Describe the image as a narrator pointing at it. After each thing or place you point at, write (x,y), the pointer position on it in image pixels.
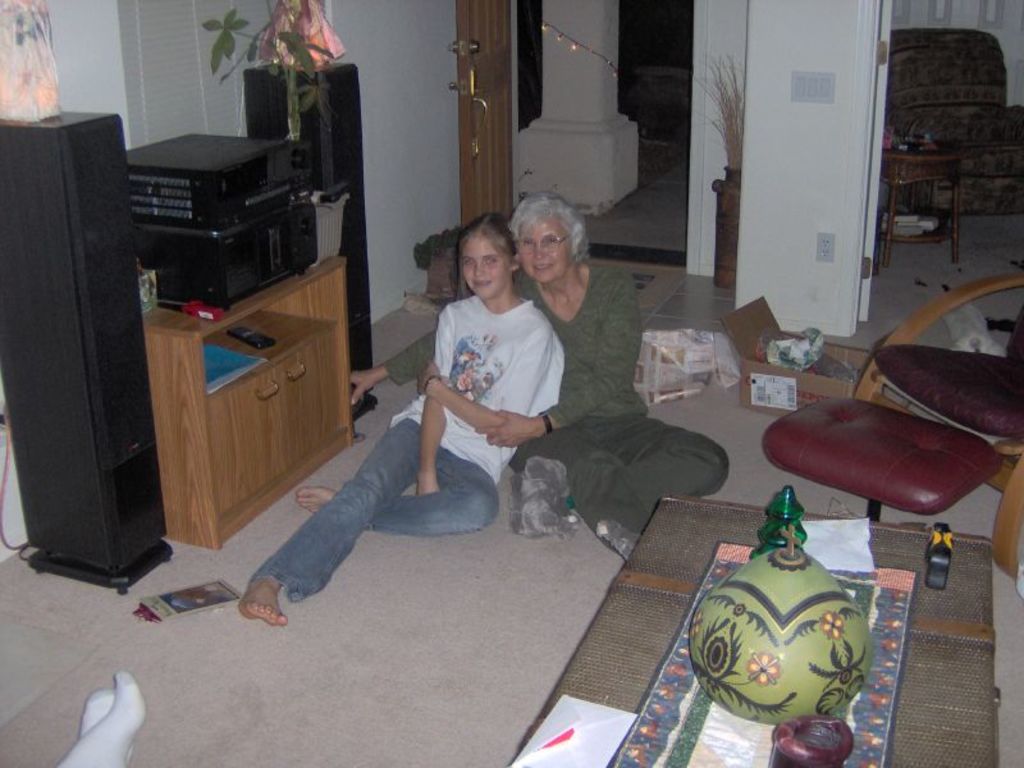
This picture is inside the room (440,221). There are two persons (565,261) sitting on the floor (323,612). At the right side of the image (908,363) there is a chair (908,363) and cardboard box (736,334), at the back side of the image (494,96) there is a door (498,81), at the left (189,329) there are speakers (121,261), desk (259,314) and plant (234,18) and in the front (613,726) there is a bottle (810,596), paper (596,716) on the table (896,564).
